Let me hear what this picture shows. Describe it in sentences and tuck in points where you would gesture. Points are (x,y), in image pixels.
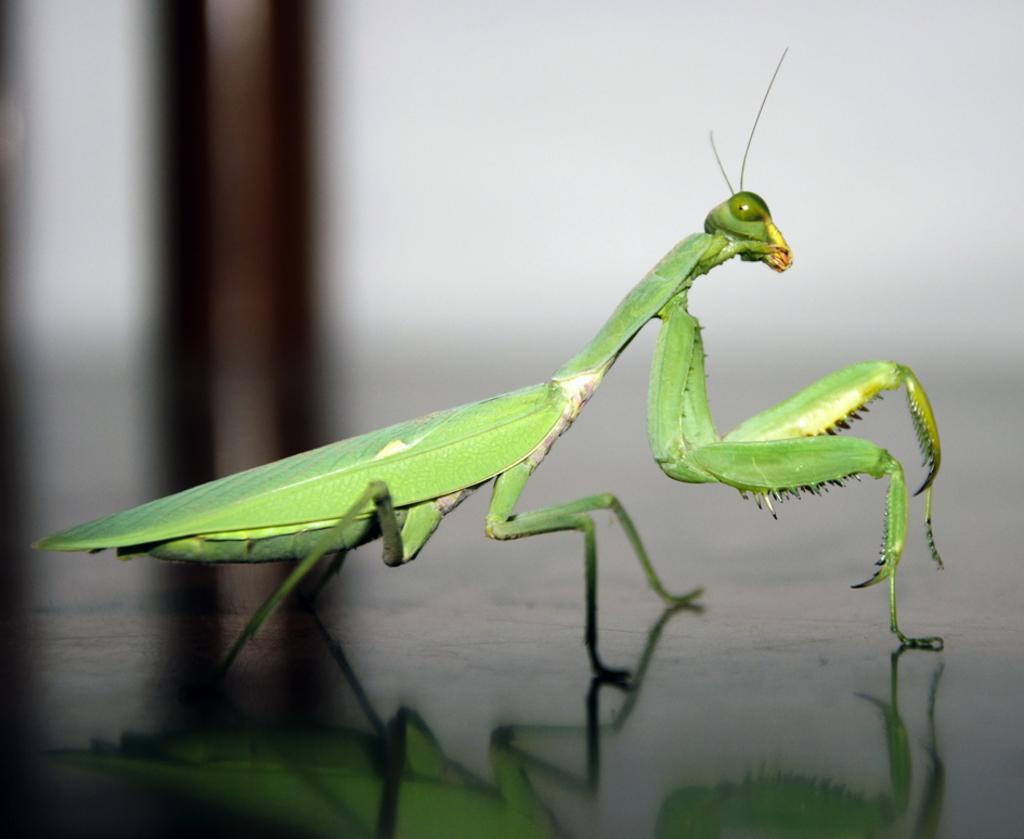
In this image we can see praying mantis (394,496). There is floor (616,587). The background (906,198) is blurry.
